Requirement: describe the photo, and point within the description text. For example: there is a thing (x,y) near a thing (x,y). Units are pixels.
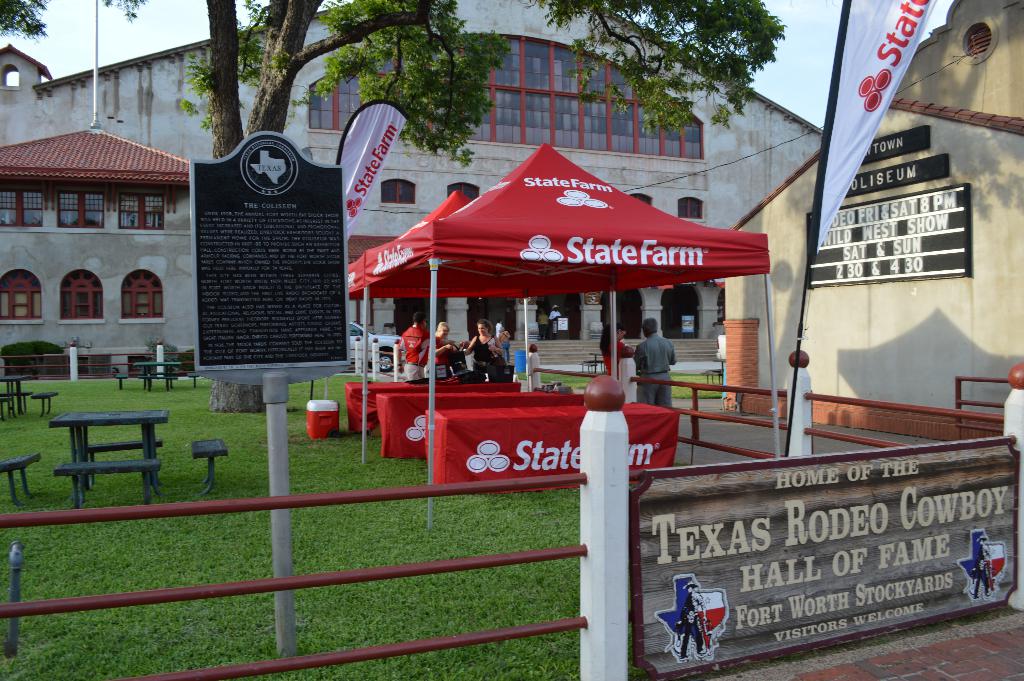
In the image there is a railing (615,651) with poles (621,665) and board (859,491) with something written on it. Behind the railing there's grass (304,561) on the ground (325,535) and also there is a pole (276,447) with black color board (250,256) with something written on it. And also there is a red tent (446,253) with rods (430,431) and below that there are tables (395,393) with red cloth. There are tables (135,419) and benches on the ground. In the background (563,355) there is a building (464,326) with walls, windows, doors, pillars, roofs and steps (530,341). And also there are trees (301,42). On the right side of the image (990,255) there is a wall (996,185) with boards (884,203) and something written on it. There are few people (487,346) standing. There is a pole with white color flag (874,14).
